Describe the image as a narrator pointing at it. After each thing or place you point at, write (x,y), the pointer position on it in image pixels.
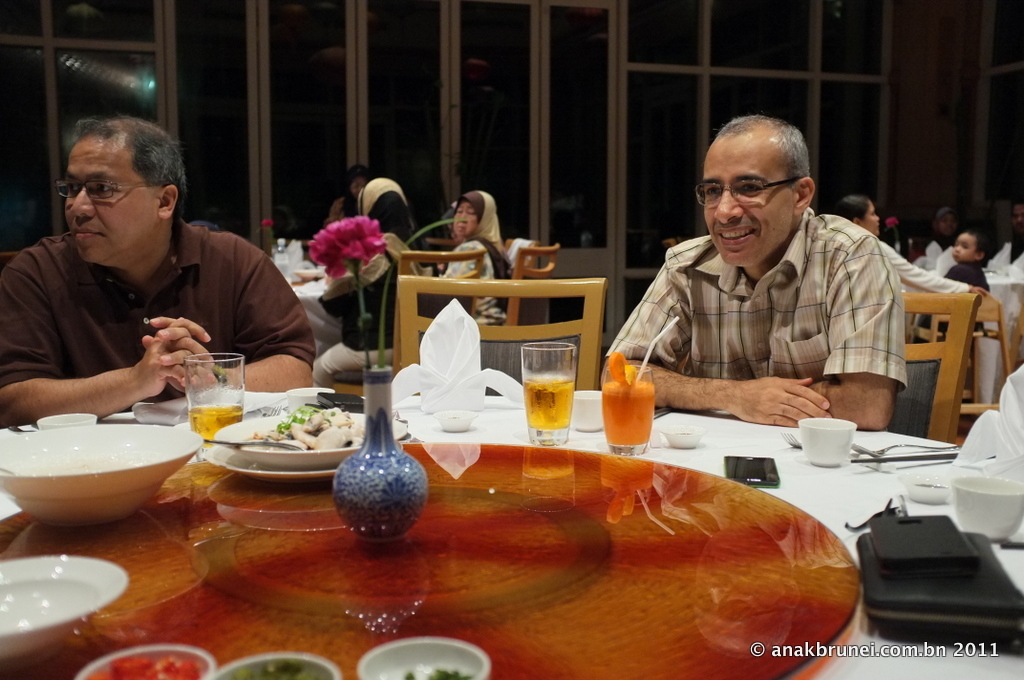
In this image we can see many people (794,193) sitting on chairs (963,328). Two persons (876,273) are wearing specs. There are tables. On the table (744,495) there are glasses (570,369), plates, bowls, food items (610,369), tissues (455,337), vase (397,465) with flower (347,263), fork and many other items (1011,519). In the background (683,213) there are glass walls (475,87). In the right bottom corner (834,652) something is written.
